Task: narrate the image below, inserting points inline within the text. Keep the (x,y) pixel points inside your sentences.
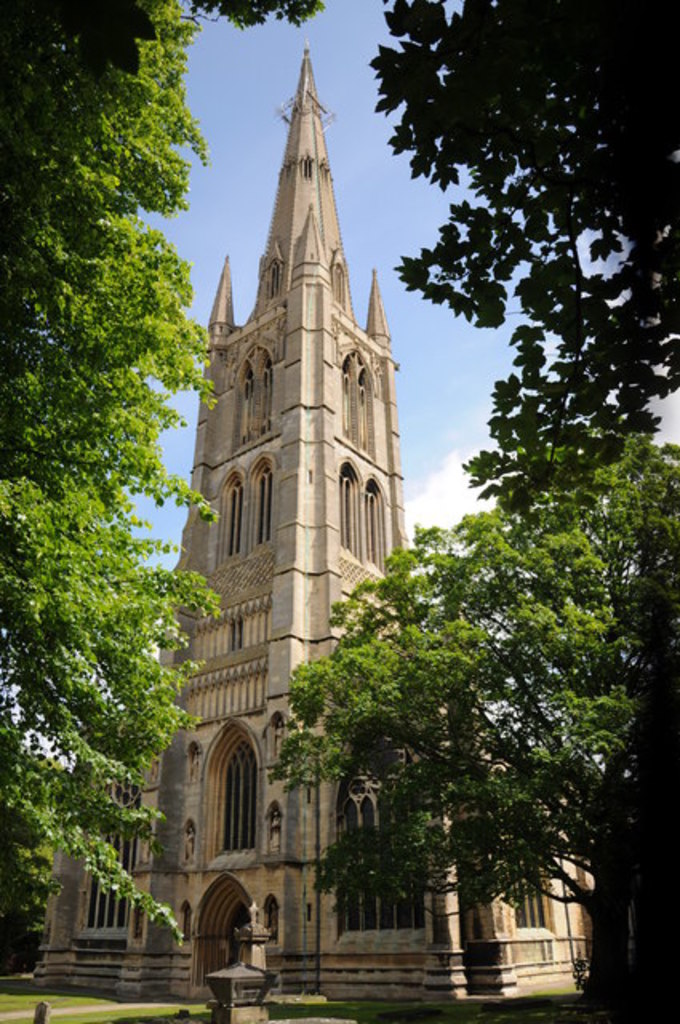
In this image we can see a building (306,523) with windows (355,780). We can also see some grass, trees (648,708) and the sky (405,329) which looks cloudy.
